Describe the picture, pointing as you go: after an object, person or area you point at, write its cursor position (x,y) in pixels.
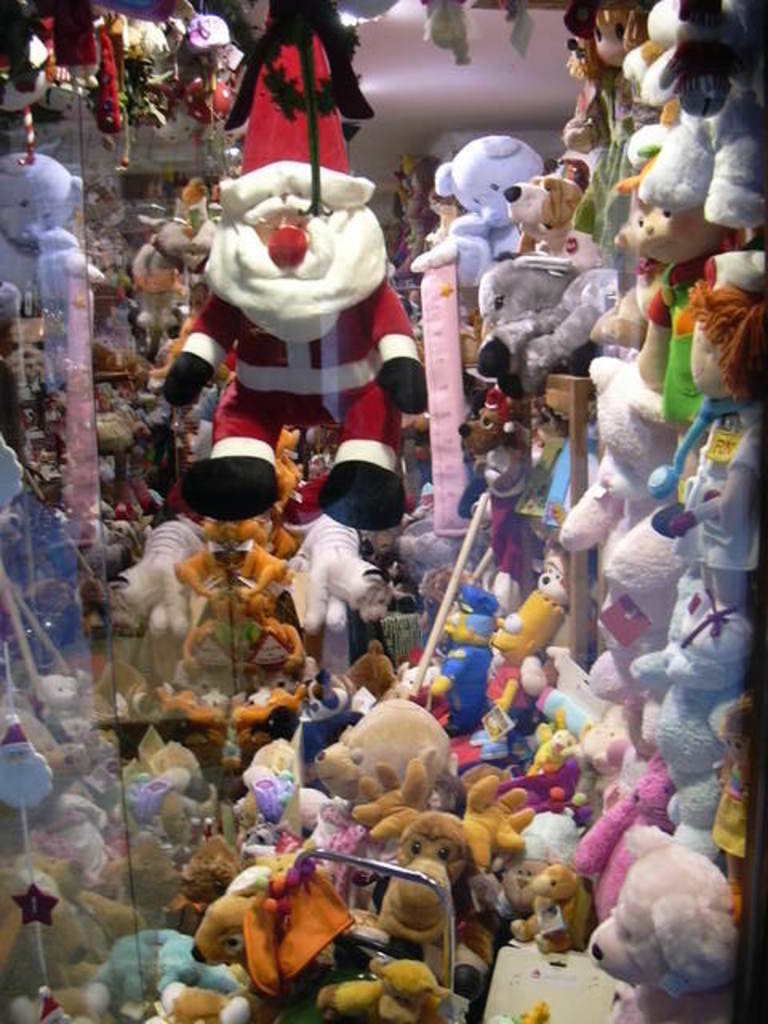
In the middle (373,514) it's a doll of Christmas grand father (352,356) and on the right side (701,407) there are many teddy bears (748,98) and other dolls (449,688).
